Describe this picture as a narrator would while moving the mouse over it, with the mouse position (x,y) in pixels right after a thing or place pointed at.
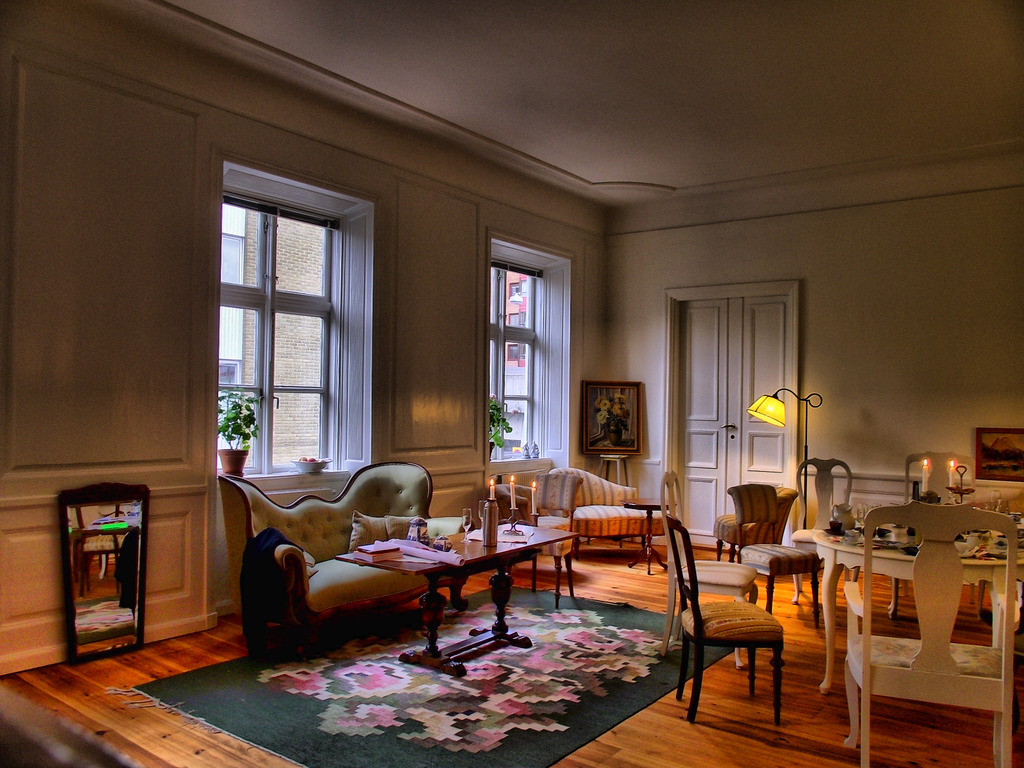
In a room (439,606) to the right side (993,558) there is a dining table (893,578). Around the table (890,556) there are six chairs (775,512). And to the wall (972,454) there is a frame (994,443). There is a door (734,419) which is in white color and a lamp (773,396). To the left side (112,549) bottom there is a mirror (74,572). And to the left side (337,526) there is a sofa (328,555). In front of the sofa (315,570) there is a table (522,545) with candles (533,505), bottle (491,536) and some papers (416,549) on it. And in the middle there are two windows (304,354). And to the corner (579,391) there is a photo frame (616,427). And on the floor (532,681) there is a floor mat (430,694).
